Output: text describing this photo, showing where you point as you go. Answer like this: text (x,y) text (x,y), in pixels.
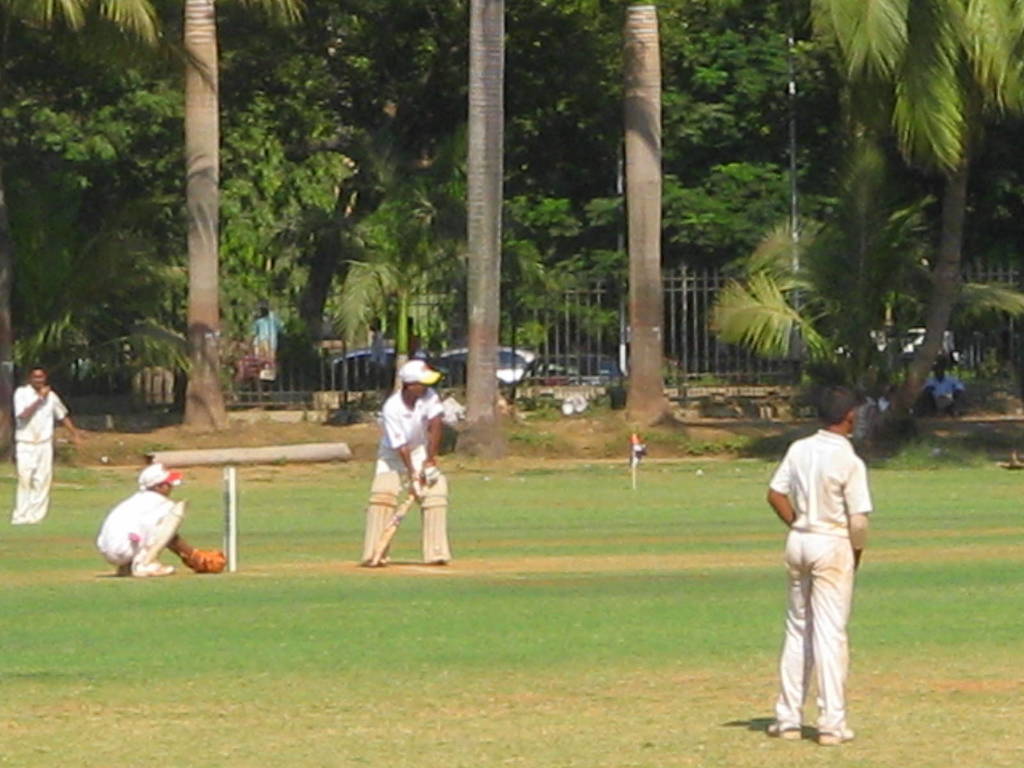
In the middle (419,435) a man (395,426) is standing by holding a bat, he wore white color dress (405,438). In the right side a person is also standing. Here in the back side (198,276) there are trees (615,156).
